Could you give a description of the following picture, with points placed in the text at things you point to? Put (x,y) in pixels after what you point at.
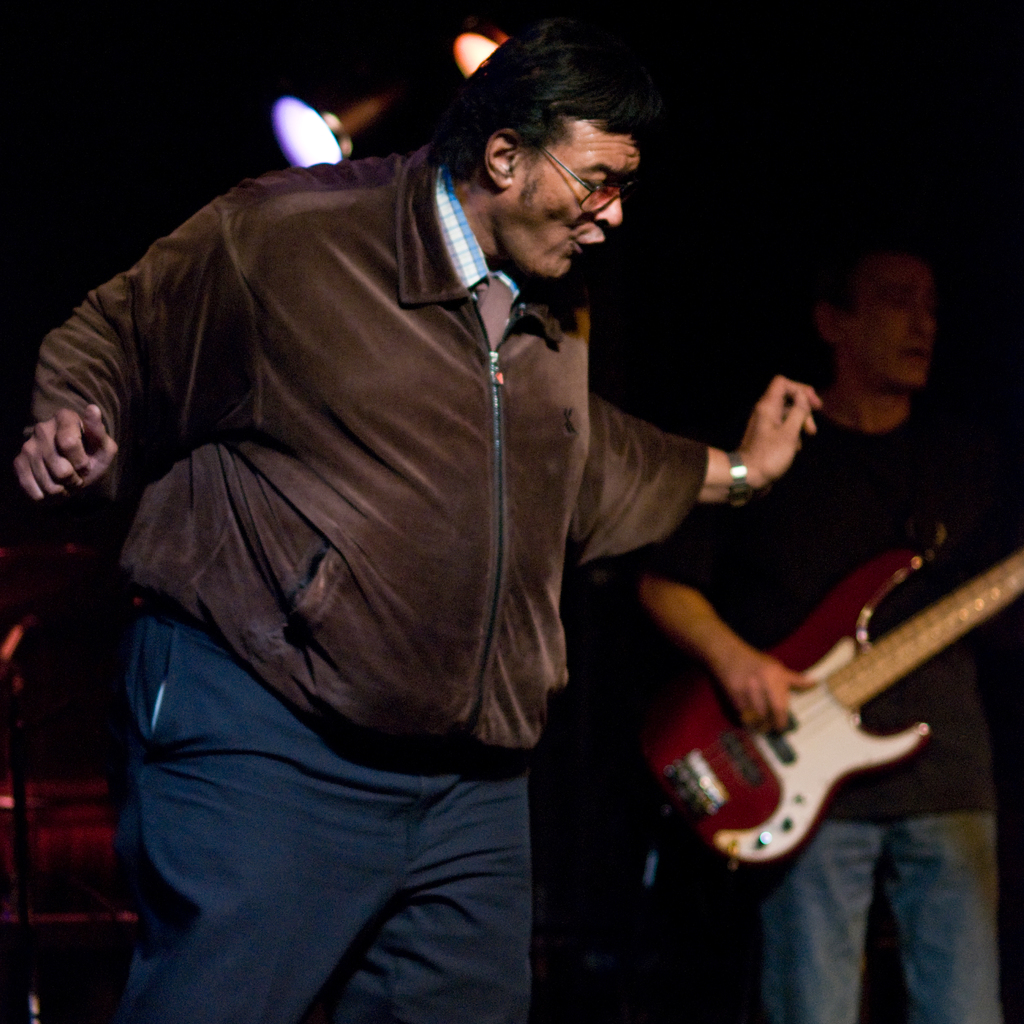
In the given image we can see two men (508,480), the left side man (338,476) is wearing a jacket (313,365) is dancing and the right side man (783,504) is holding a guitar (755,735) in his hand (762,728). These are the lights (328,147).
